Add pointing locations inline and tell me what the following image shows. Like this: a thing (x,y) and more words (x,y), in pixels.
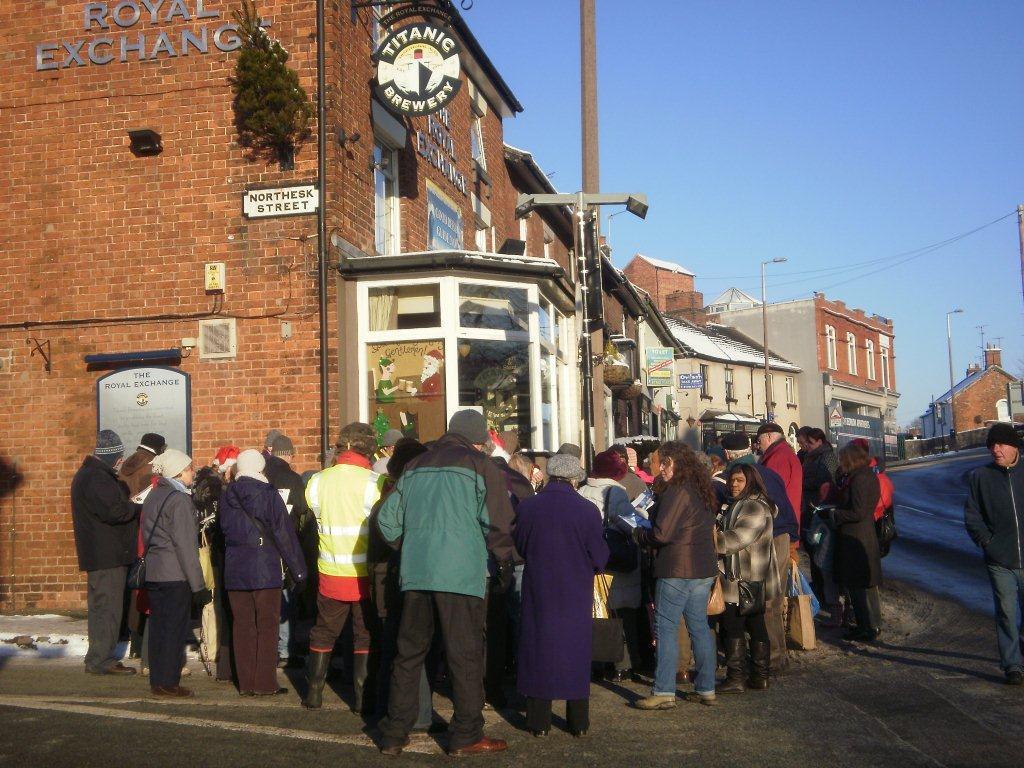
In this image I can see the ground (757,724), number of persons (585,598) wearing jackets (344,524) are standing on the ground (204,706), the road (191,729), some snow (940,511) on the road (911,496) and few buildings (293,297) which are brown, cream and white in color. I can see a plant (275,79) to the building (284,40), few boards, few poles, few antennas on the building (272,277) and in the background (857,231) I can see the sky (806,168).
